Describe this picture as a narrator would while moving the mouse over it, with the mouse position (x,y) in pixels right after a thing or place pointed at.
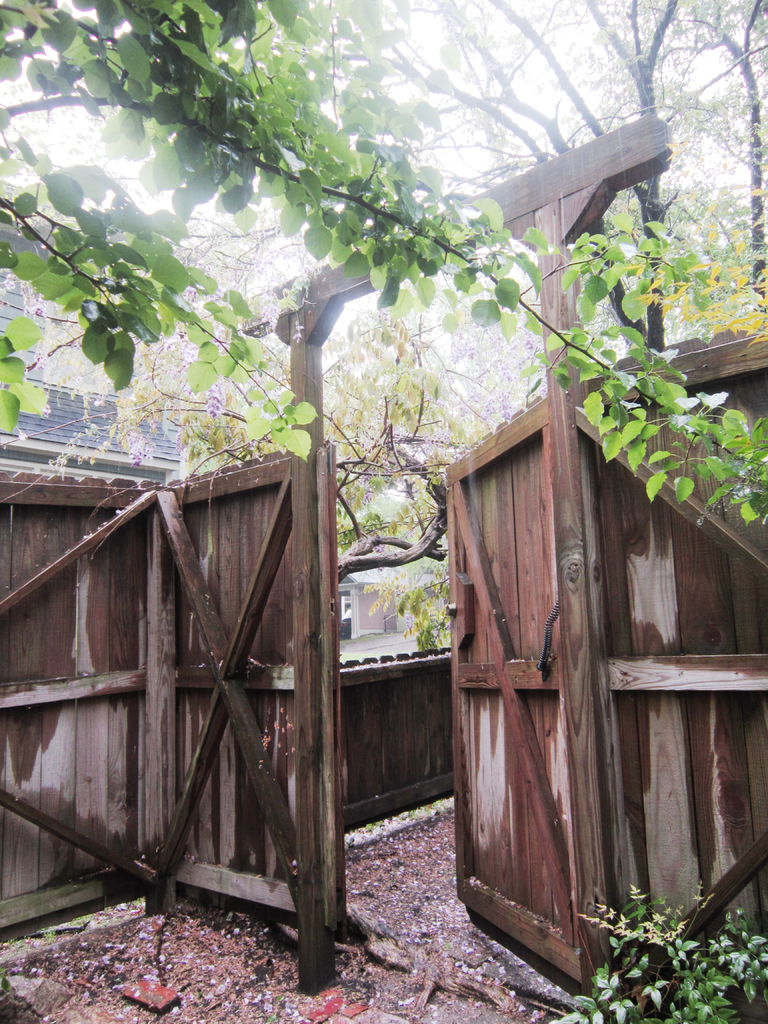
In this picture I can see the wooden arch (319,756). I can see wooden fence (82,775). I can see the wooden door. I can see trees (424,422).
